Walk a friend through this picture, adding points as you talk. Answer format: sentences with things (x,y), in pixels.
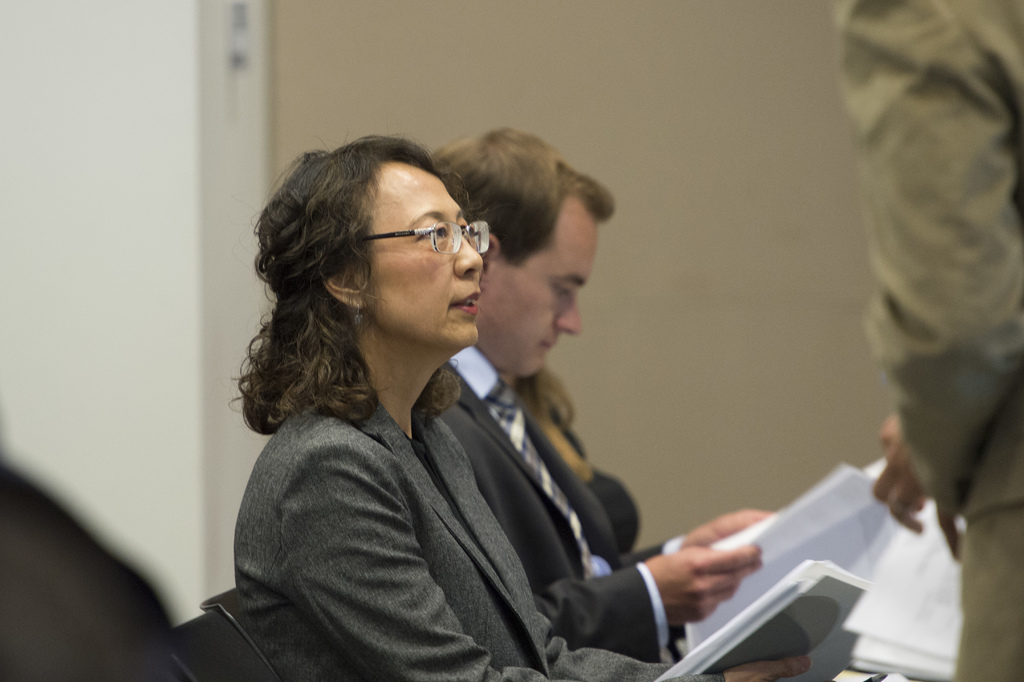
In this image there are few persons (478,611), sitting on chairs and holding papers (820,606) in their hands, on the right side (981,328) there is a person (981,328) standing, in the background (835,153) there is a wall (685,166).
